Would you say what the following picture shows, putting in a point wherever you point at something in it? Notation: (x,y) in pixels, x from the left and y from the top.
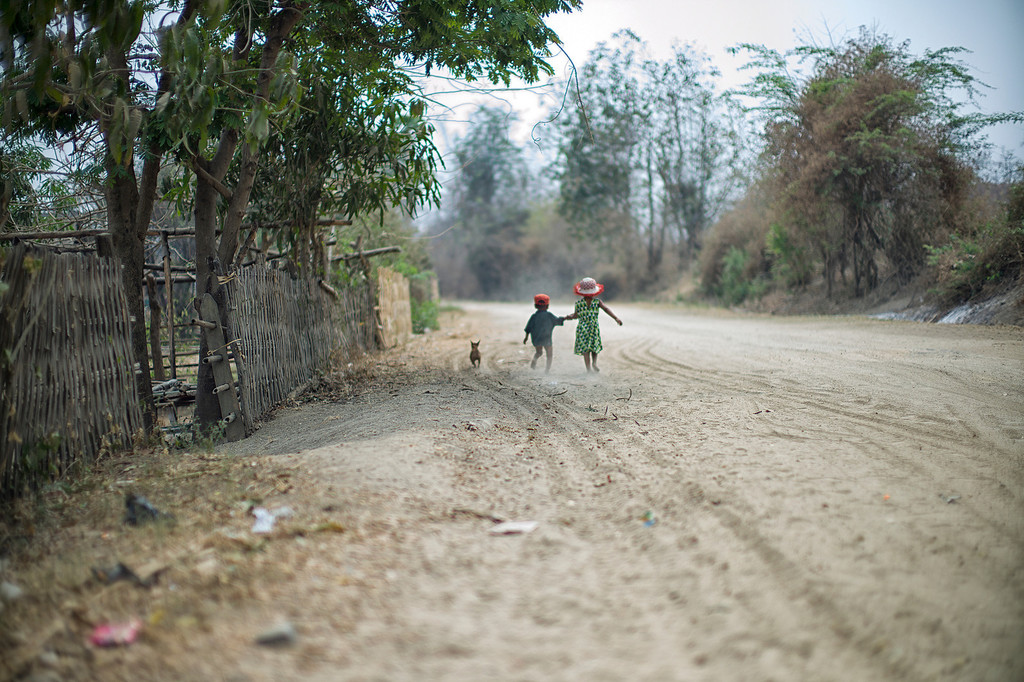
In this image we can see two kids (599,331) on the ground (521,393) and an animal (472,352) beside them and there are few trees (765,201), fence (283,332) and the sky (912,32) in the background (948,98).
